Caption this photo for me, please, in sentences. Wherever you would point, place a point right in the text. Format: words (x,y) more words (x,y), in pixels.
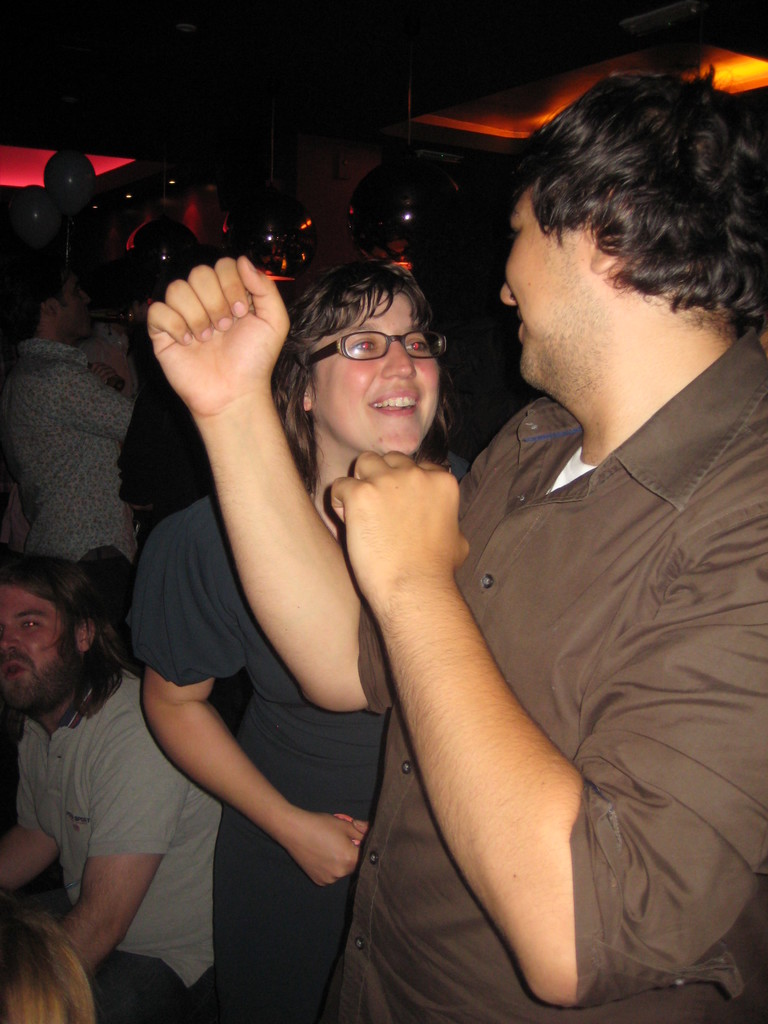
In the foreground of this picture (524,831) we can see the two persons (447,510) standing on the ground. In the background (46,440) we can see the group of persons (86,329) and we can see the balloons (64,152), lights (753,75), roof (344,69) and some other objects (140,253). On the left corner (63,655) we can see a man (118,761) wearing t-shirt (114,767) and sitting.
